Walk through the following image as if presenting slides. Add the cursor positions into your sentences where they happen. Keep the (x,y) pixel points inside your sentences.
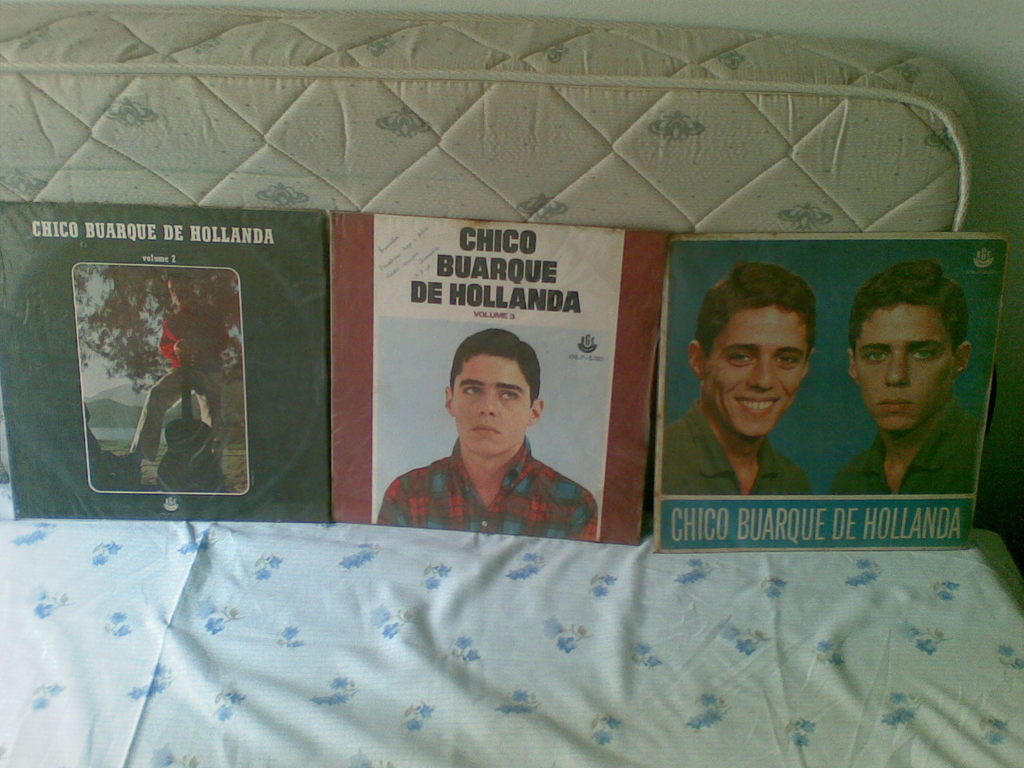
In this image we can see records (472,418) placed on the cloth (511,611). In the background (476,154) we can see a mattress (716,131) and a wall (908,47).
